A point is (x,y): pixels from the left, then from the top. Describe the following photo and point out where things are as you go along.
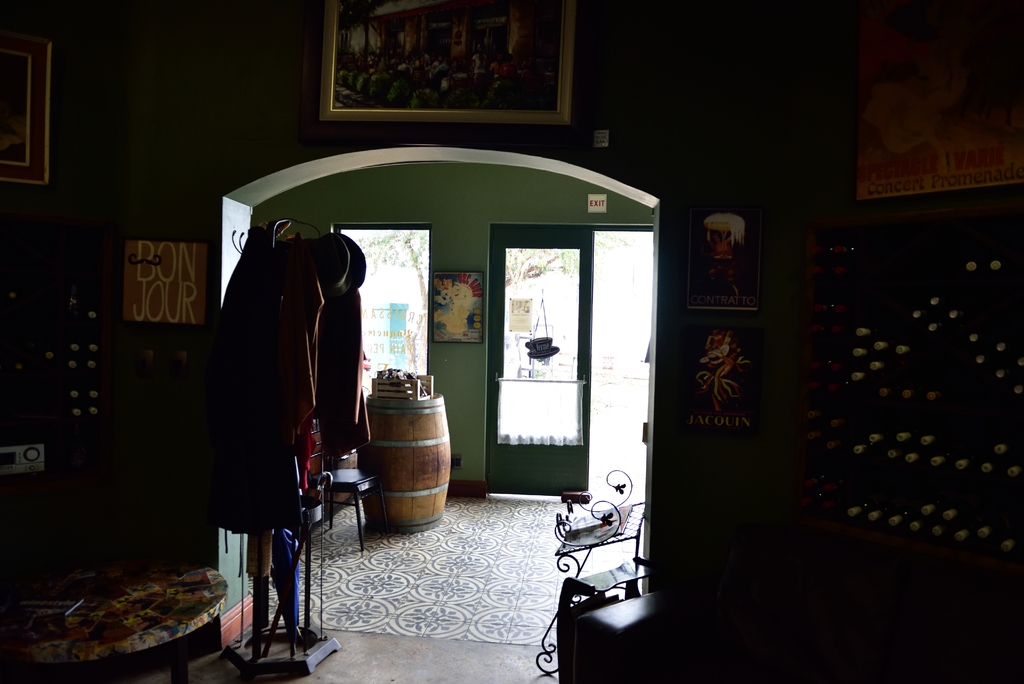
This part of the image is dark where we can see photo frames (905,173) on the wall (115,429), we can see the table (127,616) on which we can see some objects (33,605) are placed, we can see a stand (261,671) on which sweaters (297,431) and hats (358,269) are hanged, we can see the wooden barrel (418,500), stool (385,514) and glass doors (568,364) through which we can see the trees (421,332) and here we can see the exit board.
